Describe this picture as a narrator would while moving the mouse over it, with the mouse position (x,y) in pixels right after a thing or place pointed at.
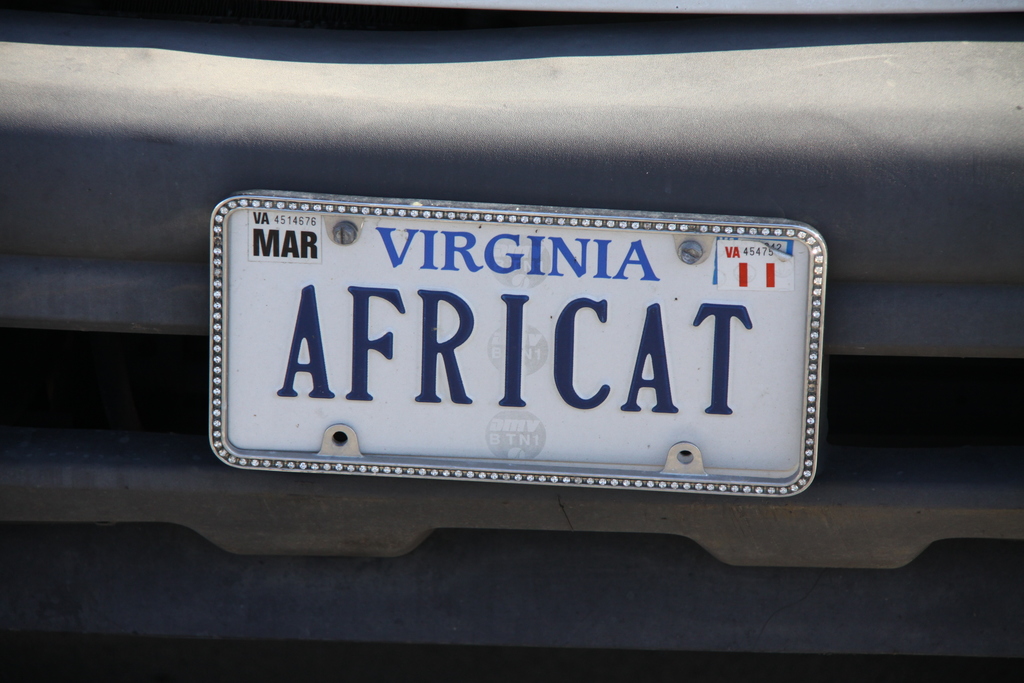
In the image in the center (570,388), we can see one vehicle (446,581) and license plate (667,354). On the license plate (423,434), it is written as "Africat".
